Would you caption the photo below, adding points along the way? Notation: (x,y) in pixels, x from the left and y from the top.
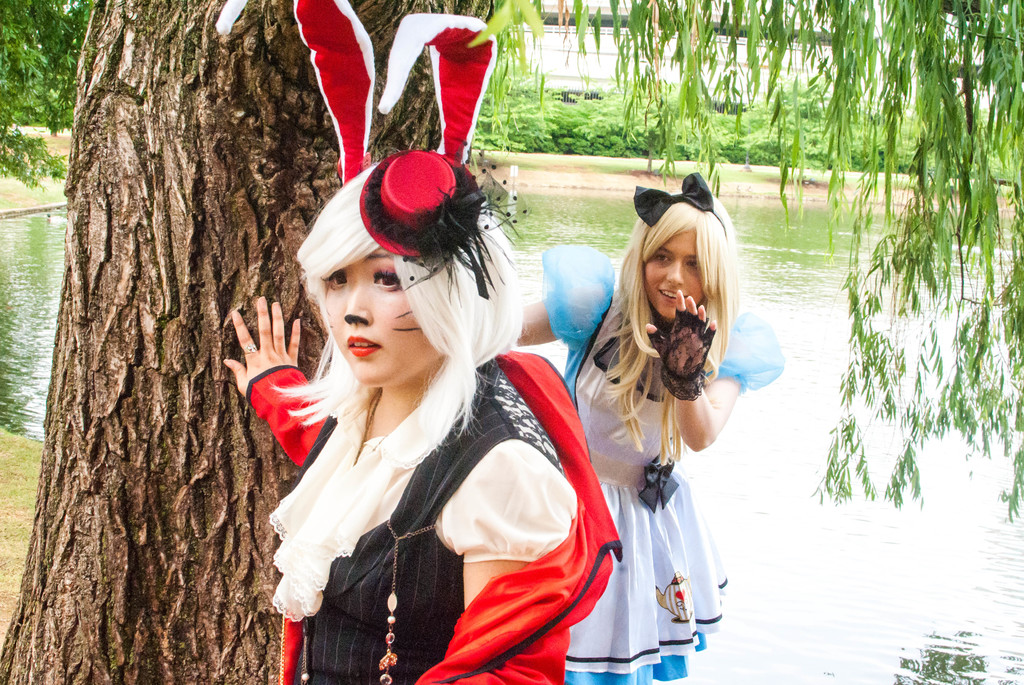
In this image I see 2 women (600,279) who are wearing costumes (657,452) and I see the water (723,457) and I see a tree (282,25) over here and I see the plants (753,123) in the background (752,110).
